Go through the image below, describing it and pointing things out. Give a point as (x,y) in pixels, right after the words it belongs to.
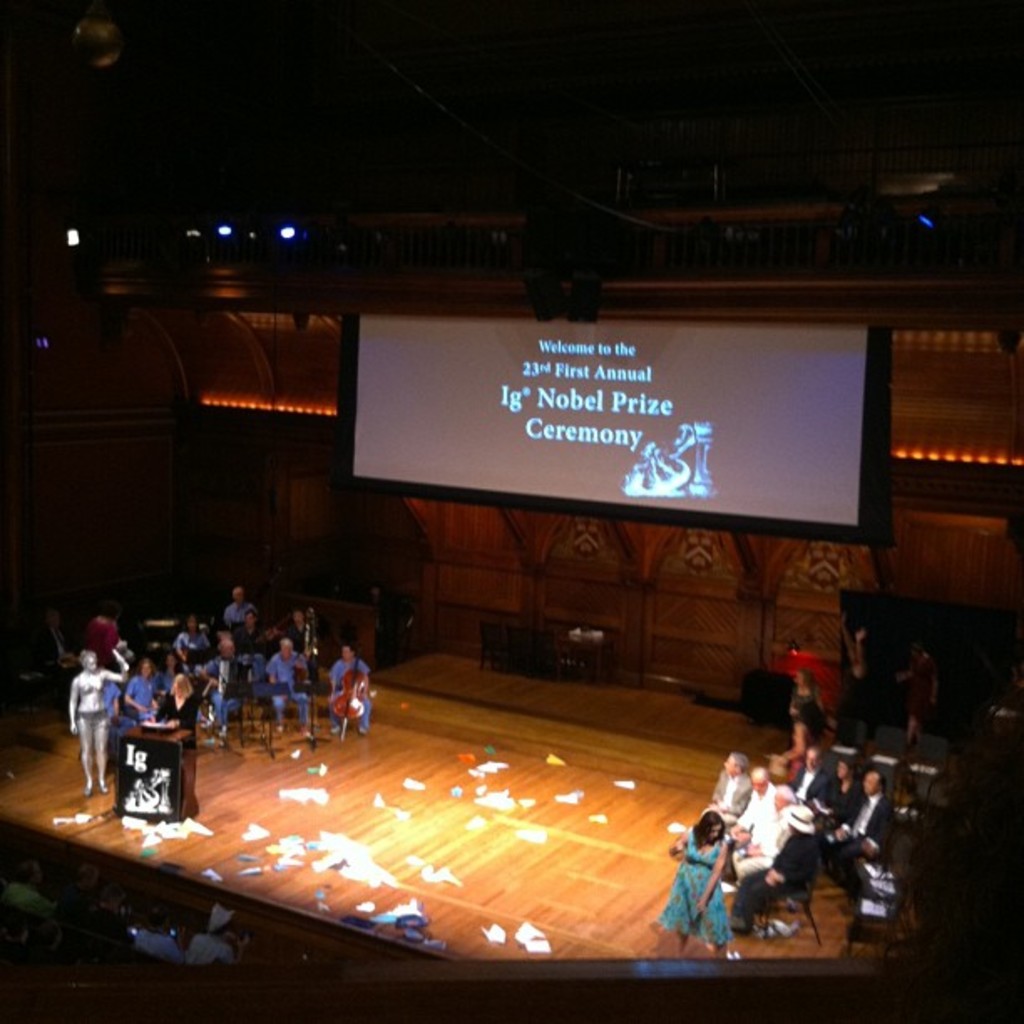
In this image I can see number of people (85,703) where few are standing and rest all are sitting. I can also see number of white colour things (319,774) on floor (552,921), few lights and here I can see something is written.
